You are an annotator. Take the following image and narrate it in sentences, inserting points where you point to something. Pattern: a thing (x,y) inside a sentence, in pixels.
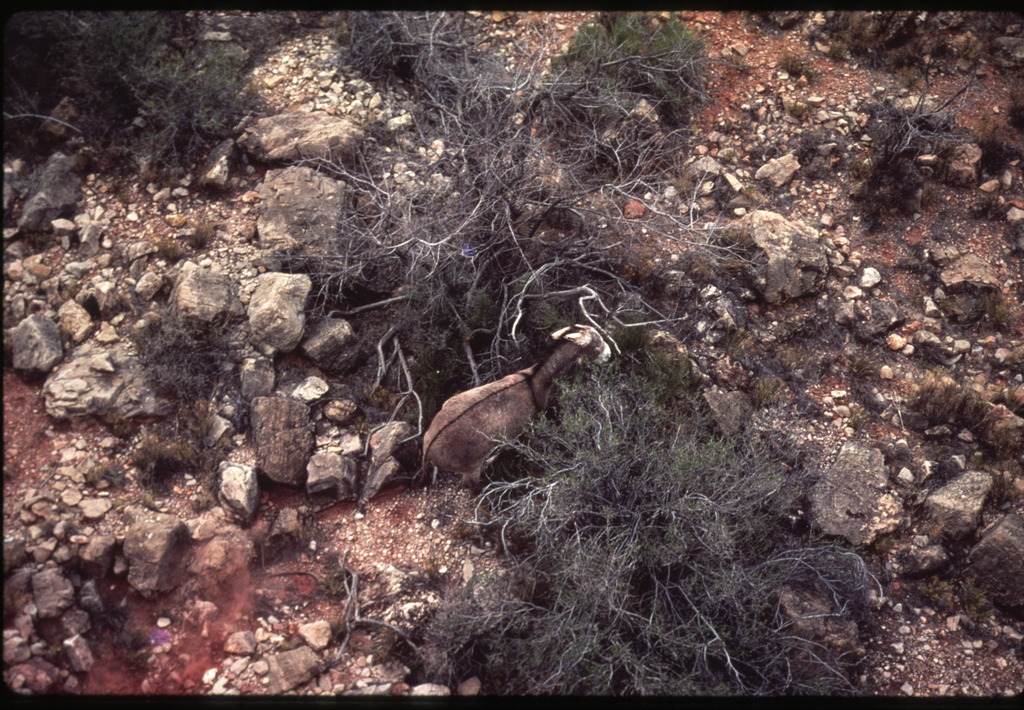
There are plants (460,341), stones (659,339) and an animal (492,415) in the image.
